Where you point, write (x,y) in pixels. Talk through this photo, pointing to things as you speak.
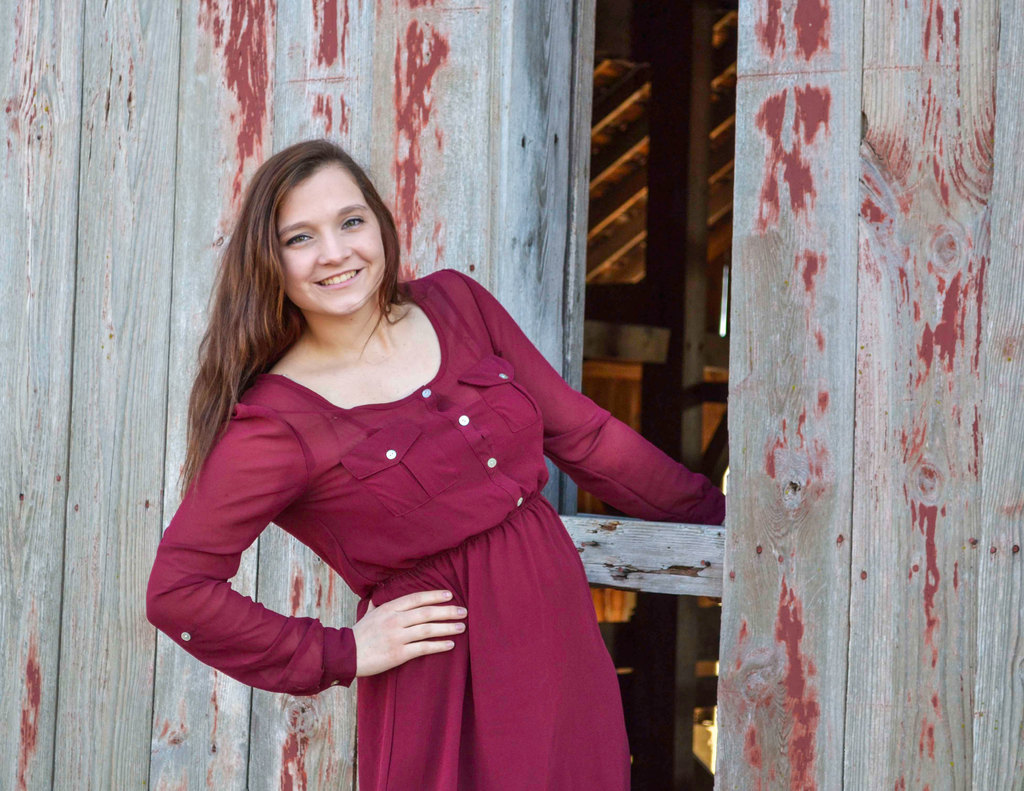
In this image we can see a girl (479,545) holding a wooden stick (693,554) of a wooden house (684,305).
